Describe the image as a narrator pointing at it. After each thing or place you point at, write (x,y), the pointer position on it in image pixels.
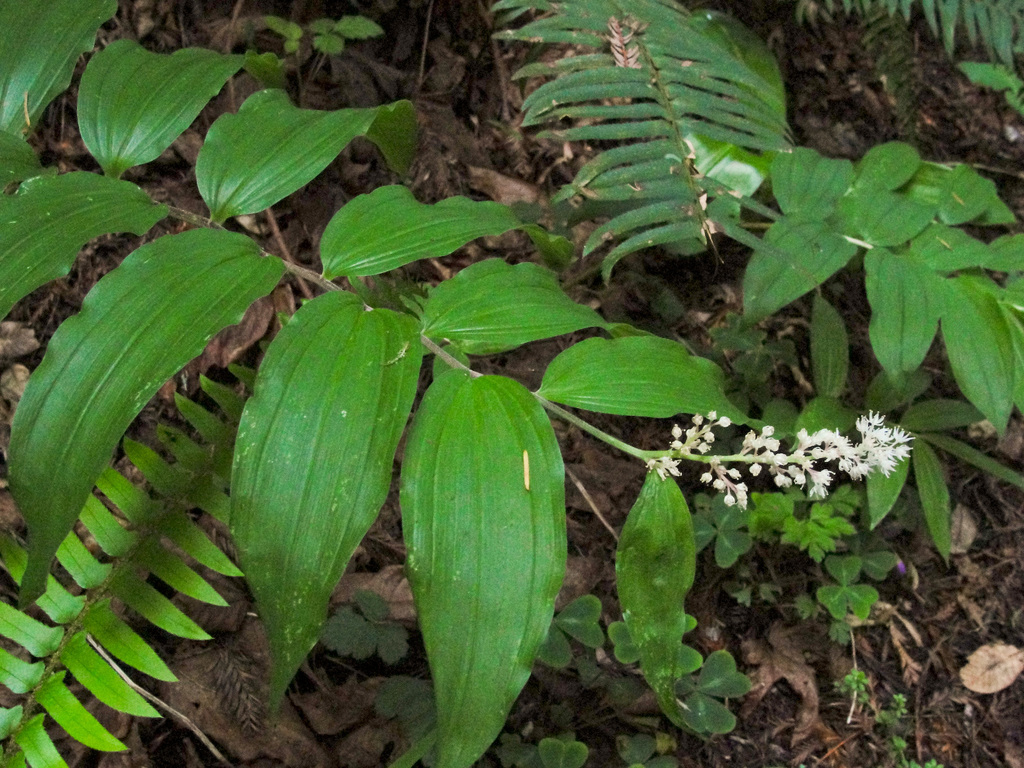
In this picture we can see there are plants (302,382), flowers (711,435) and dried leaves (248,675).
